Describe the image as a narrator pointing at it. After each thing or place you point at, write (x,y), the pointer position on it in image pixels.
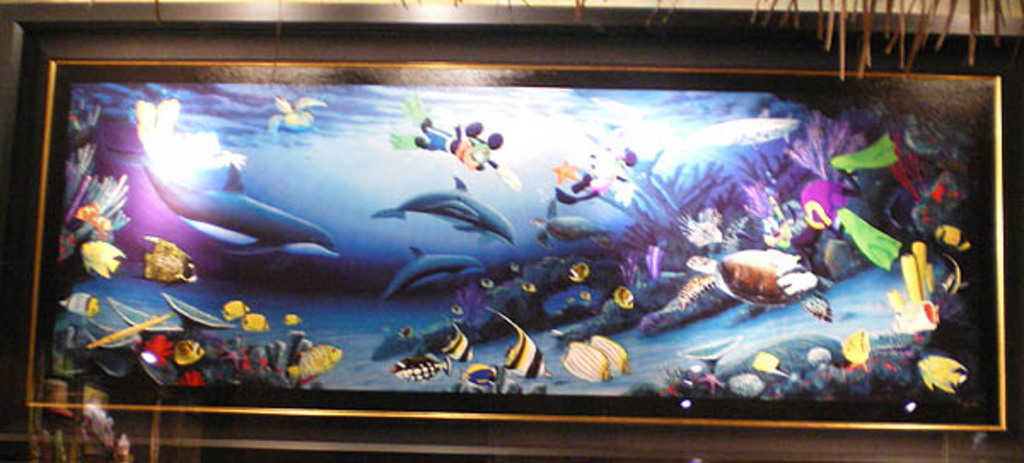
In This image there is one photo frame (381,145), in that photo frame (420,214) there are some fishes (71,299) and in the background (426,4) there is a wall (268,5).
